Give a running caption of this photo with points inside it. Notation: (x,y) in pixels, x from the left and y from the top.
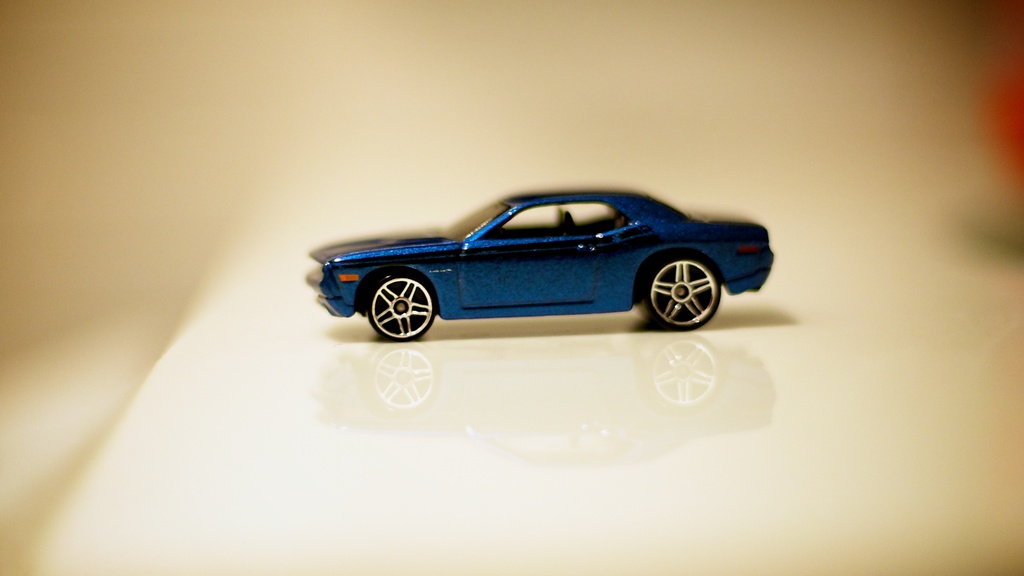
In this image I can see a blue car (539,279) and it is reflecting on the floor (539,406). And the background (787,77) is blurry.
